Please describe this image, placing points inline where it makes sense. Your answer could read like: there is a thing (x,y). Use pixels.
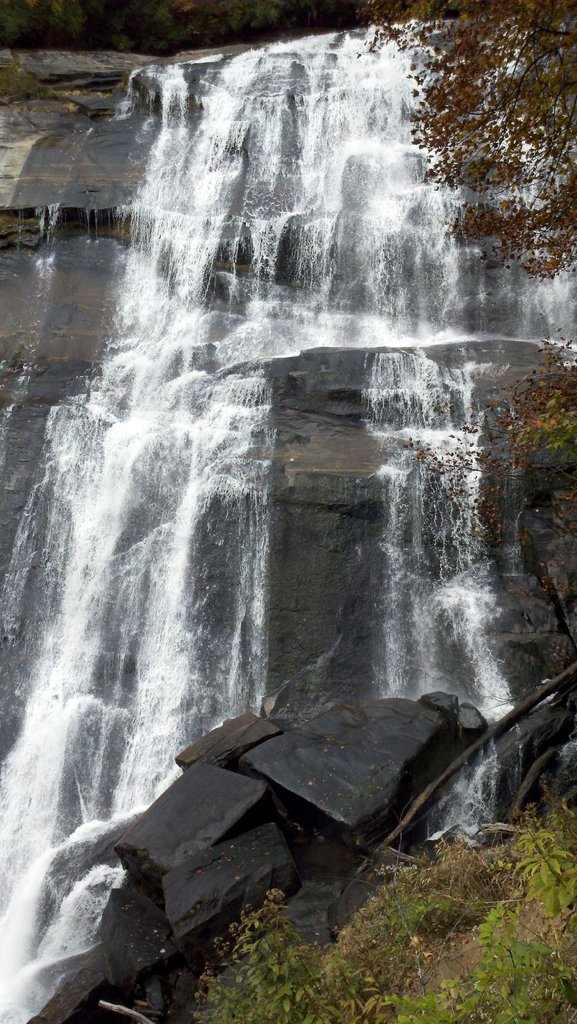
In this image I can see the waterfall (337,291). On the top (332,17), on the right (535,890) and on the bottom side of this image (292,1018) I can see leaves (332,956).
